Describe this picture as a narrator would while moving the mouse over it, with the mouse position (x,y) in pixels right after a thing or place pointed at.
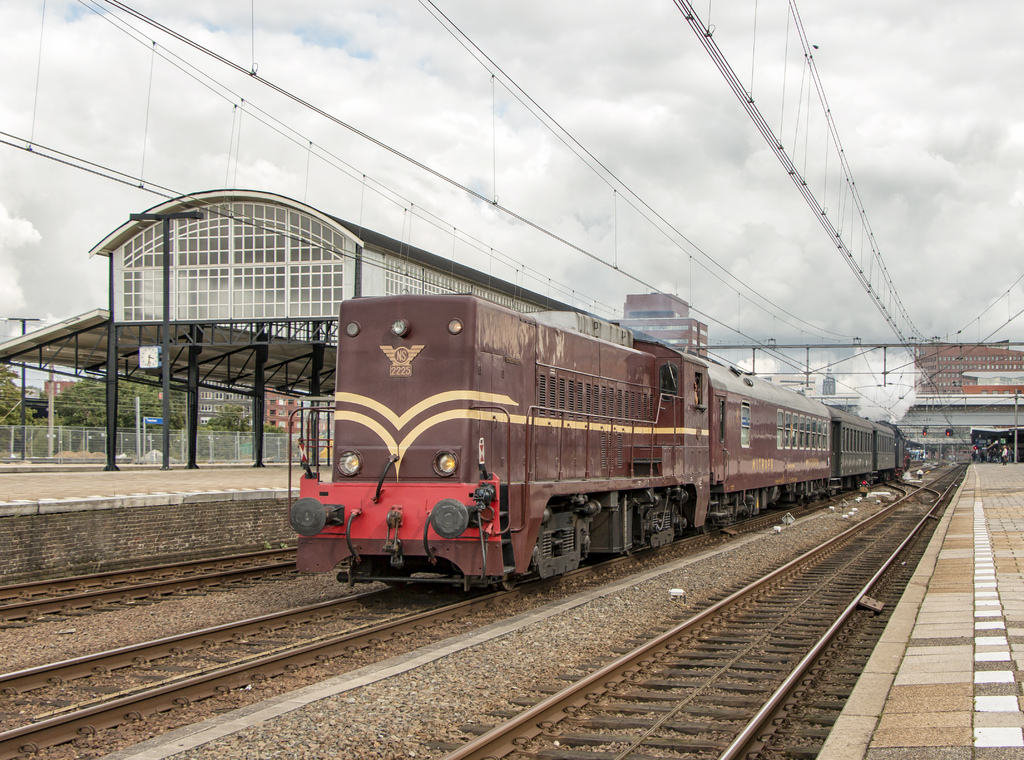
In this image there is a train (376,548) on the rail track (479,604). Right side (991,690) there is a platform (982,493) having a roof (983,436) which is attached with pillars (1013,457). Behind there are few buildings (949,377). Left side (261,412) there is a roof (279,334) having few pillars (258,438) attached to it. Behind there is a fence (30,434). Behind there are trees (74,401) and buildings (277,422). Top of the image (274,231) there are few wires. Behind there is sky (677,112).
